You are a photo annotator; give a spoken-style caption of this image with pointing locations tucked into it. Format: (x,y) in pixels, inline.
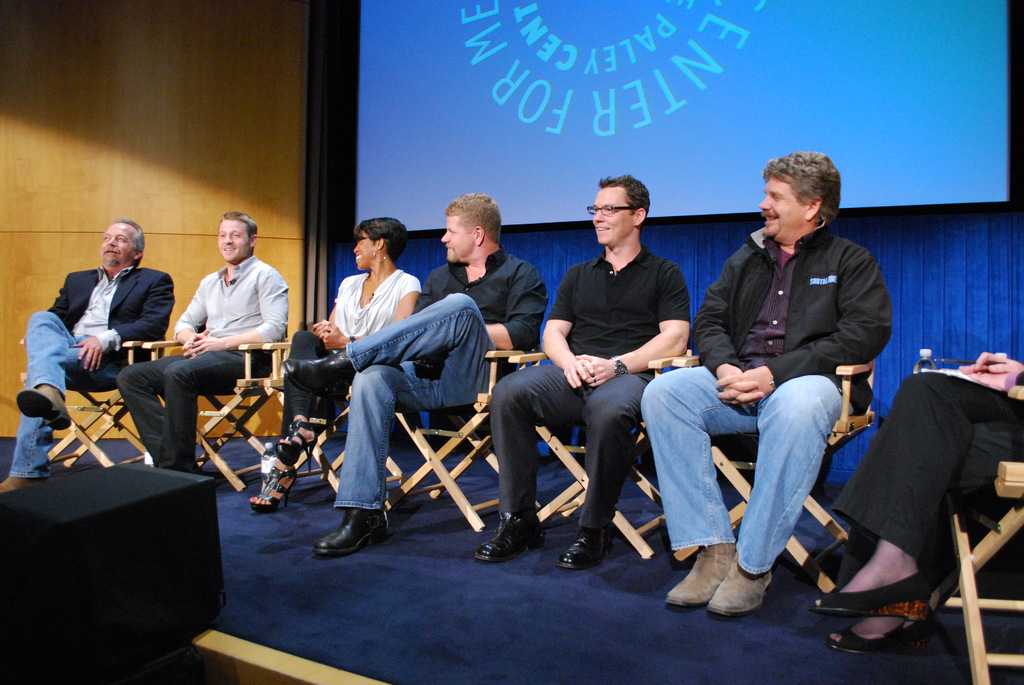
In this image, there are seven people (580,342) sitting on the chairs (231,419). At the bottom left side of the image (82,631), I can see an object (125,601) and a carpet (393,647) on the floor (358,638). Behind these people (527,371), I can see the screen (854,193).
